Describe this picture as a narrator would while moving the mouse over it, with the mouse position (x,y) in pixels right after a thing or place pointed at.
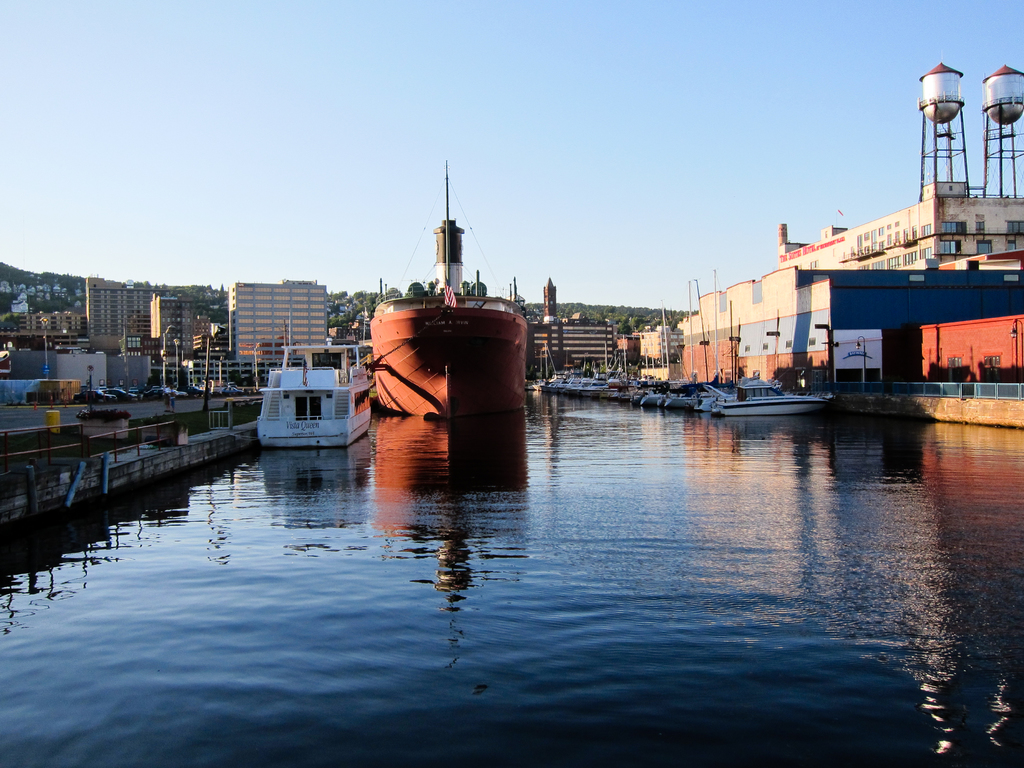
In this picture we can see a ship (511,339) and boats (731,387) on water (441,495), buildings (130,345), poles (210,342), grass (183,412), vehicles (133,393) on the road (119,407), tanks (944,133) and some objects (102,413) and in the background (694,298) we can see the sky (417,171).
